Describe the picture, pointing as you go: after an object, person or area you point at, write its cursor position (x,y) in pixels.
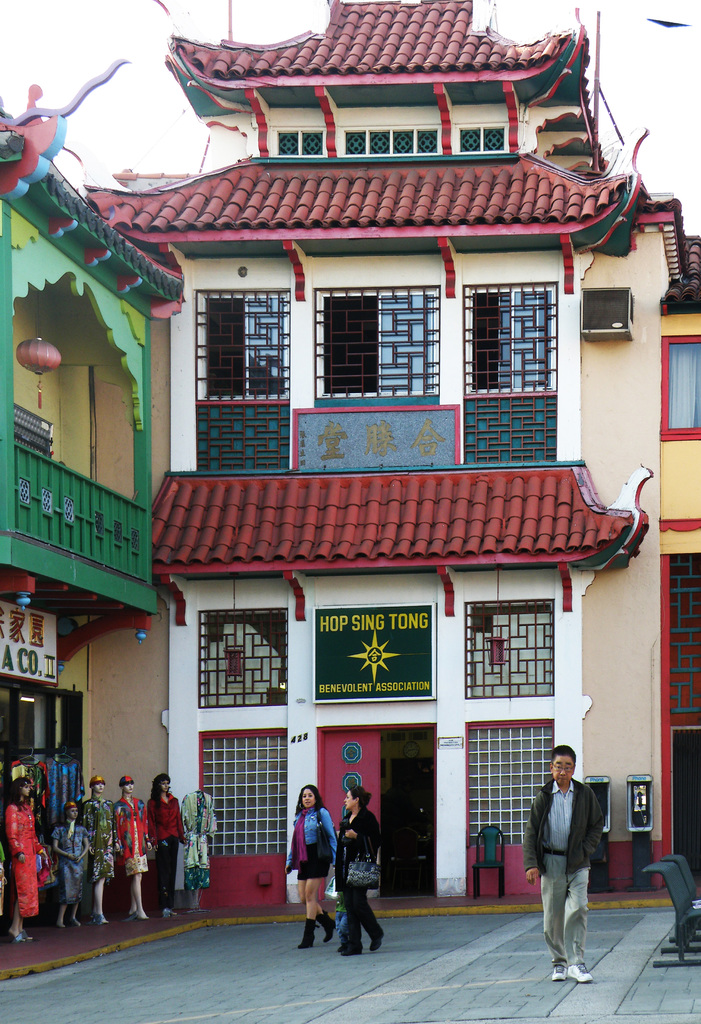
In the background of the image (293,368) there is a building (401,518) with windows (693,593) and door (398,729). There are people (366,855) walking. At the bottom of the image (285,982) there is floor (235,981). To the left side of the image (168,778) there are mannequins (110,850). At the top of the image (85,47) there is sky (117,26).
